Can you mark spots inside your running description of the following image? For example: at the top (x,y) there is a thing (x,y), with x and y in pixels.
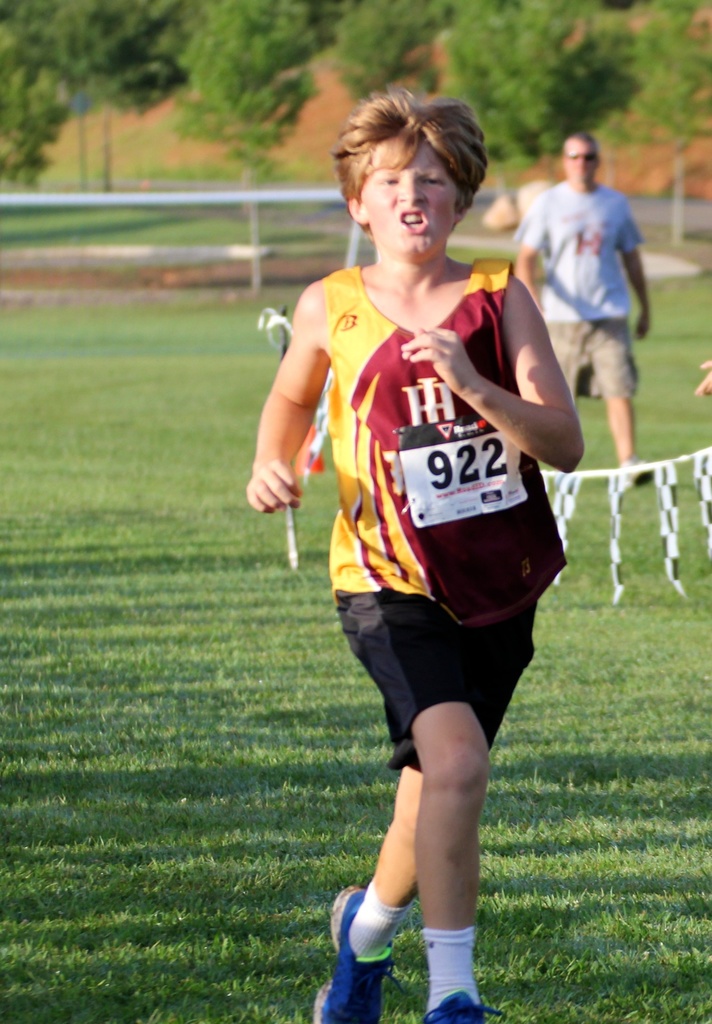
In the center of the image (400,470) we can see a person (359,480) is running. On the right side of the image (582,240) we can see a man (572,226) is walking and wearing goggles (588,157). In the background of the image (686,325) we can see the trees (673,28), rods (303,201), grass (155,453). At the bottom of the image (278,729) we can see the ground (208,680).
